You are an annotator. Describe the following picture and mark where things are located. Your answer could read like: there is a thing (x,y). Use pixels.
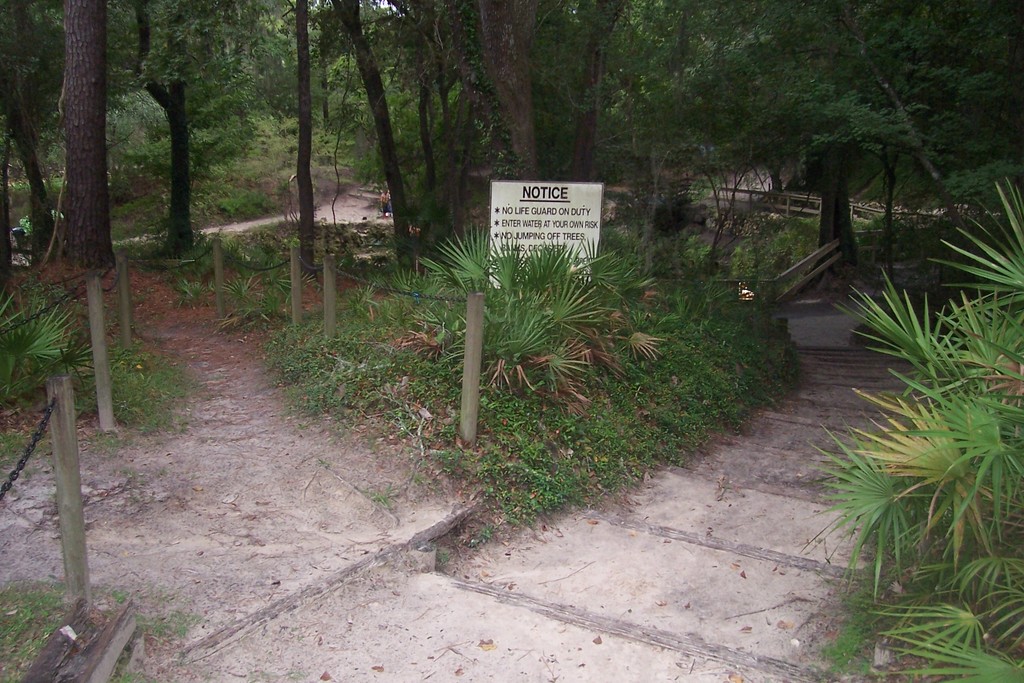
In the picture it looks like a park (314,204), there are many trees (8,126) and grass (751,317) all over and in between the grass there is a path (573,511) to walk.
